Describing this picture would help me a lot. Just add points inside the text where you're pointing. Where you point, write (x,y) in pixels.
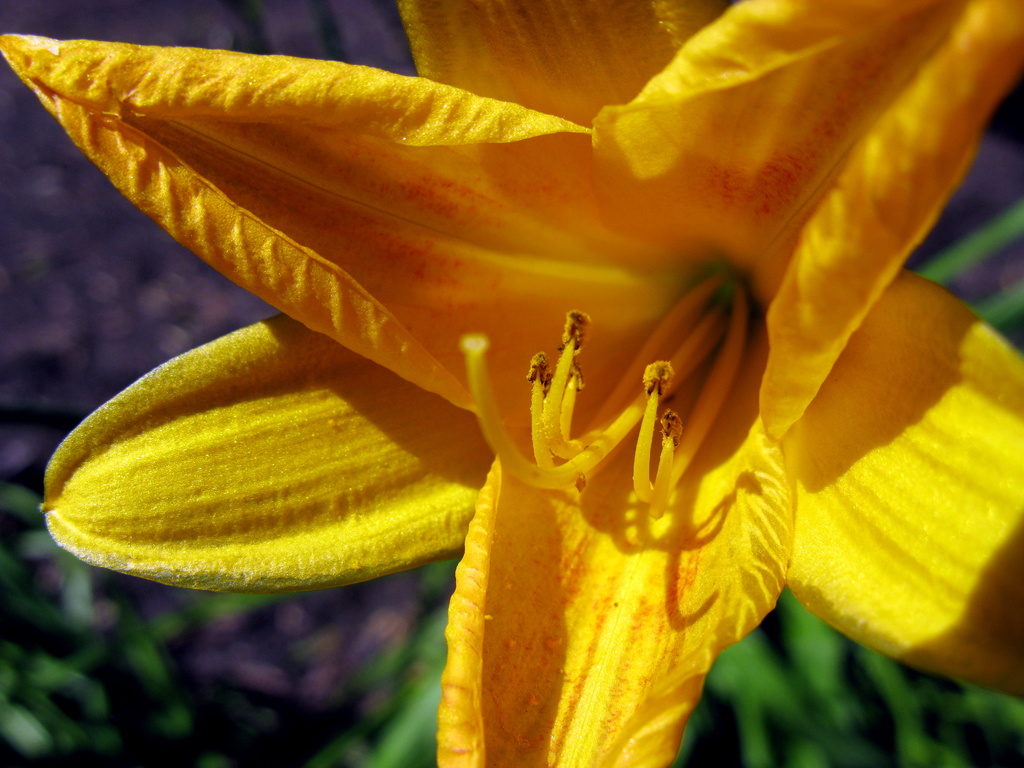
In the image I can see a flower (235,160) which is in yellow color.
